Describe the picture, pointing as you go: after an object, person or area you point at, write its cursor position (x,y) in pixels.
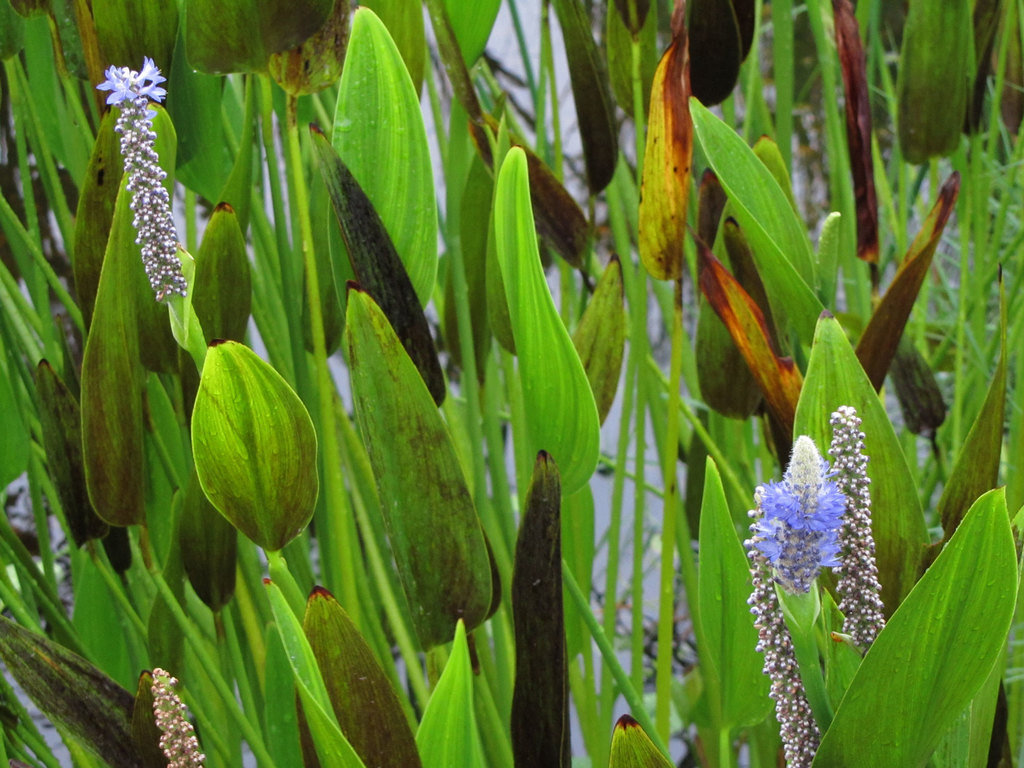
In this image here are few plants (448,345) having flowers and leaves (702,496).
